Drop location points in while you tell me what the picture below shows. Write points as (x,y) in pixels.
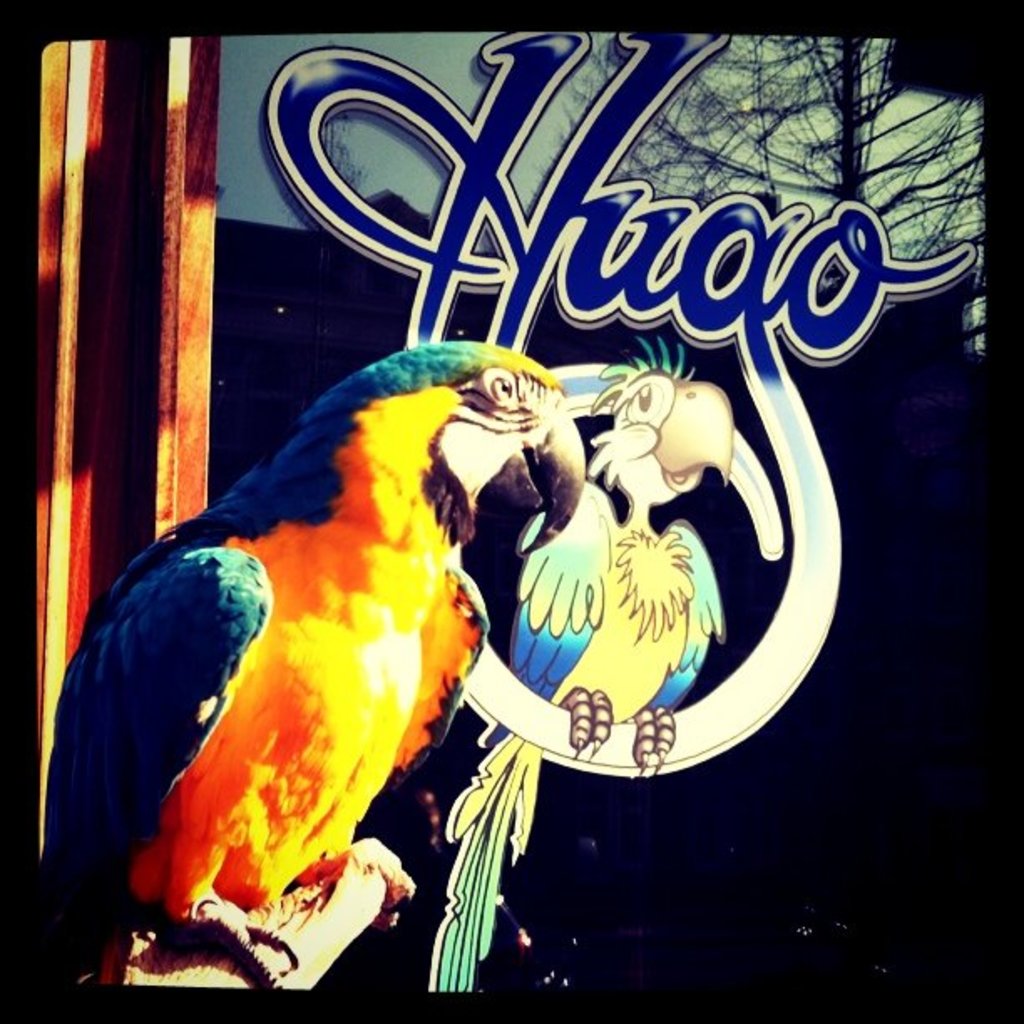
In this picture we can observe a bird (290,573) which is in yellow and blue color. In the background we can observe an art of a bird (634,610) on the wall (822,767). We can observe blue color text (572,245).
